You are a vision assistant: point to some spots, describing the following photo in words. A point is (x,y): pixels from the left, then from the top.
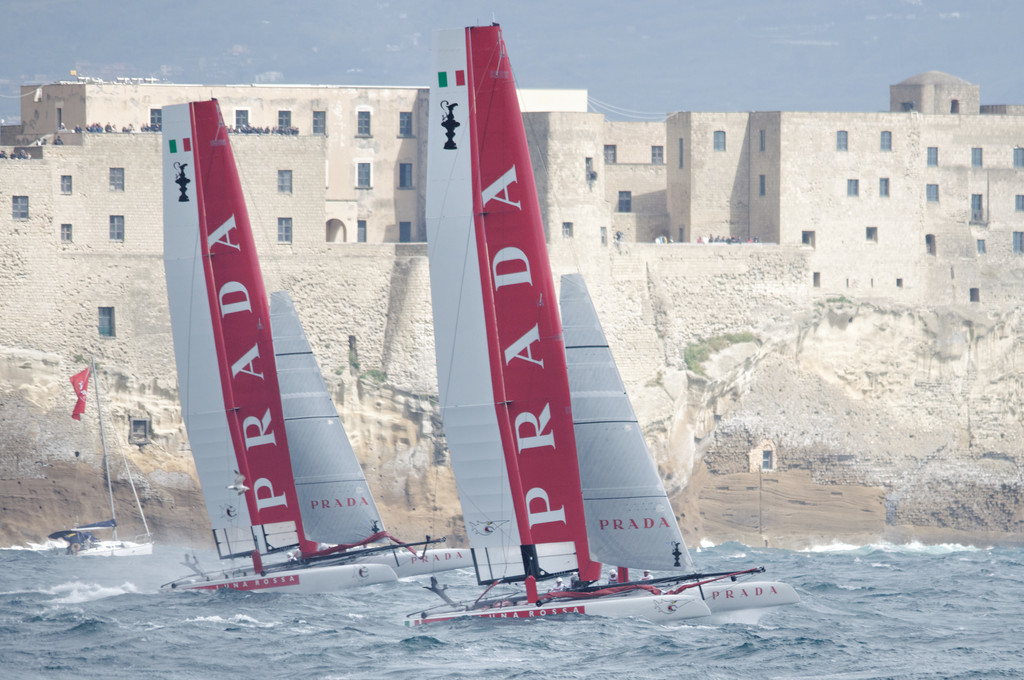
In this picture I can see few boats (279,406) in the water (322,623) and few buildings (121,101) and looks like few people (97,130) standing on the buildings (661,216) and a cloudy Sky (583,39).
